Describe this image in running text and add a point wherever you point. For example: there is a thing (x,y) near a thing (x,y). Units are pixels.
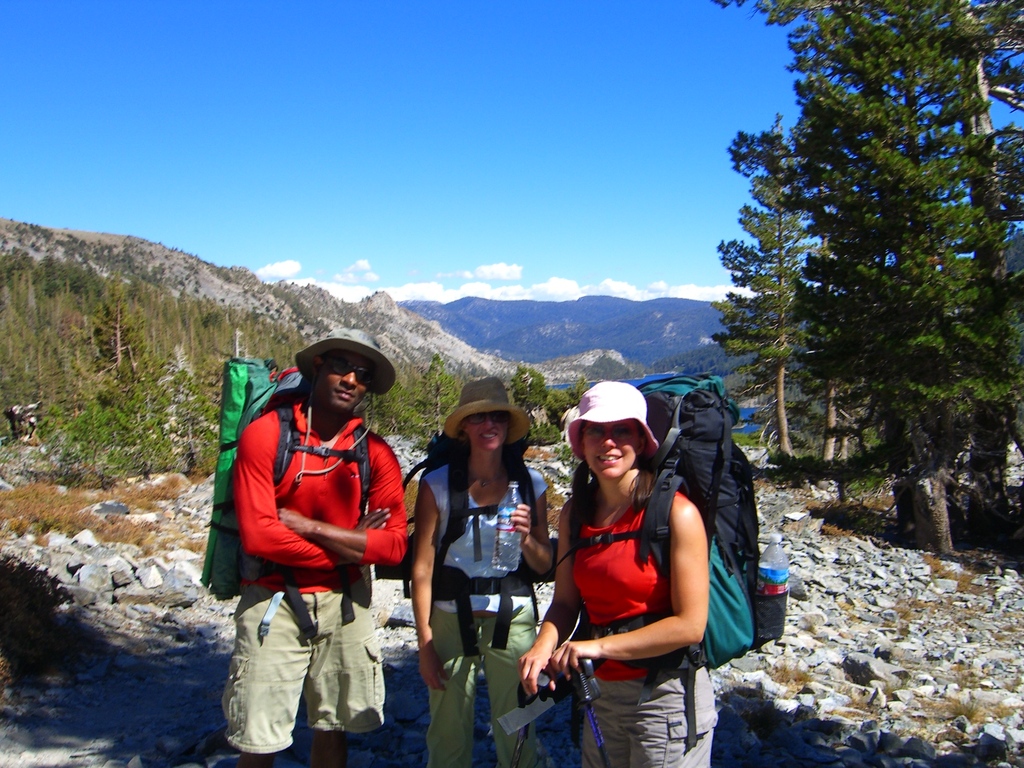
In this image we can see three people (272,655) standing with their backpacks (734,490) on the ground (405,647). In the background (641,349) we can see mountains (497,351), clouds (488,288), sky (660,187) and trees (924,345).
